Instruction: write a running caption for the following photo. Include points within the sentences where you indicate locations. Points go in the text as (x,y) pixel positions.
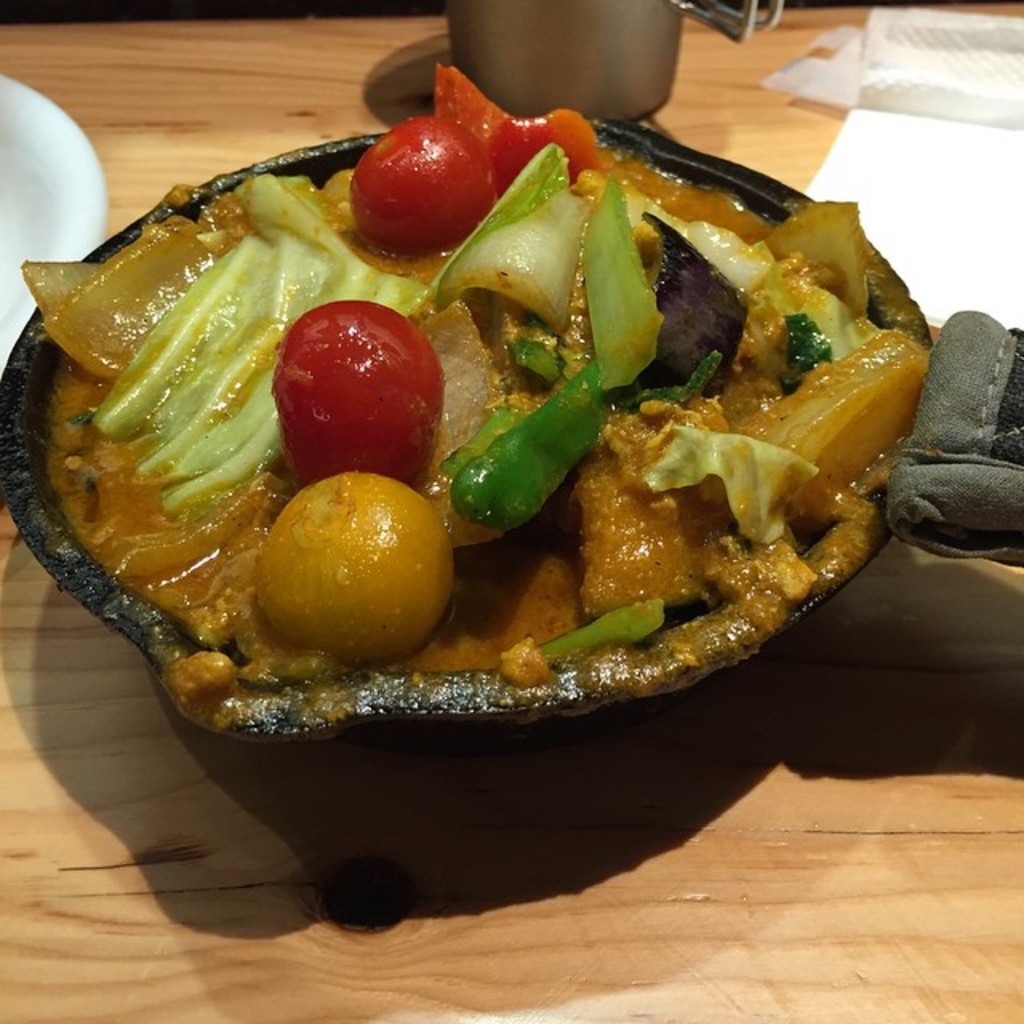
In this image, we can see some food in the black container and we can see tissue papers (914,219).
